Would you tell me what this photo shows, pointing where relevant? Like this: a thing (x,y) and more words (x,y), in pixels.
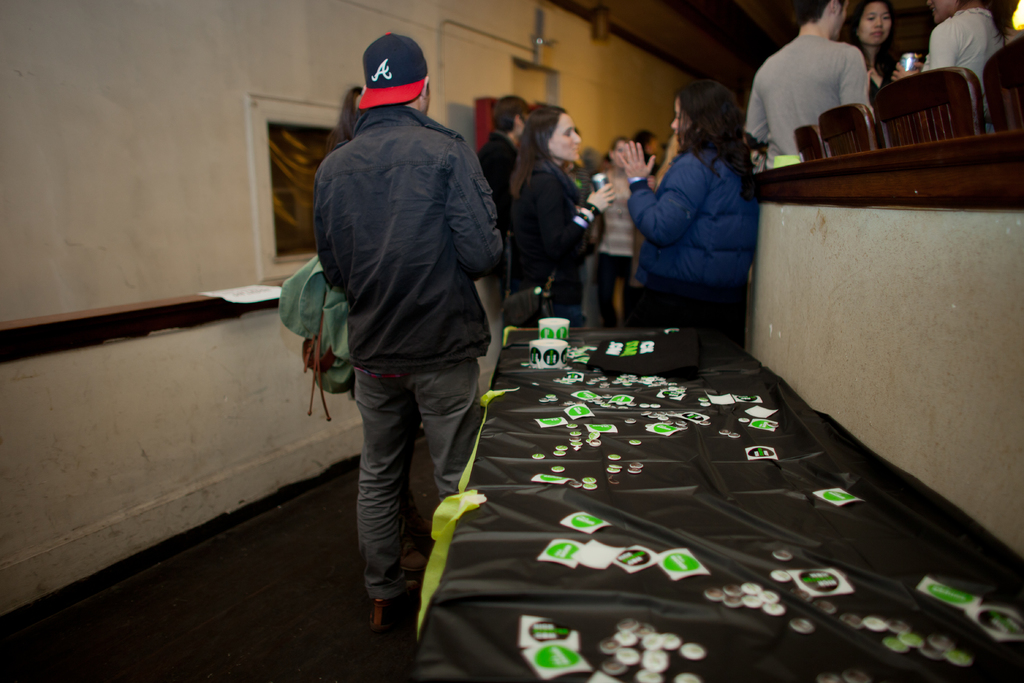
In this image, we can see people (704,230), wooden objects (822,145), walls (782,335) and few objects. In the middle of the image (595,386), we can see a banner (685,517). On top of that we can see coins (669,631), cards (555,557) and few things (629,346). In the bottom left side of the image (227,635), we can see the floor (257,593).
